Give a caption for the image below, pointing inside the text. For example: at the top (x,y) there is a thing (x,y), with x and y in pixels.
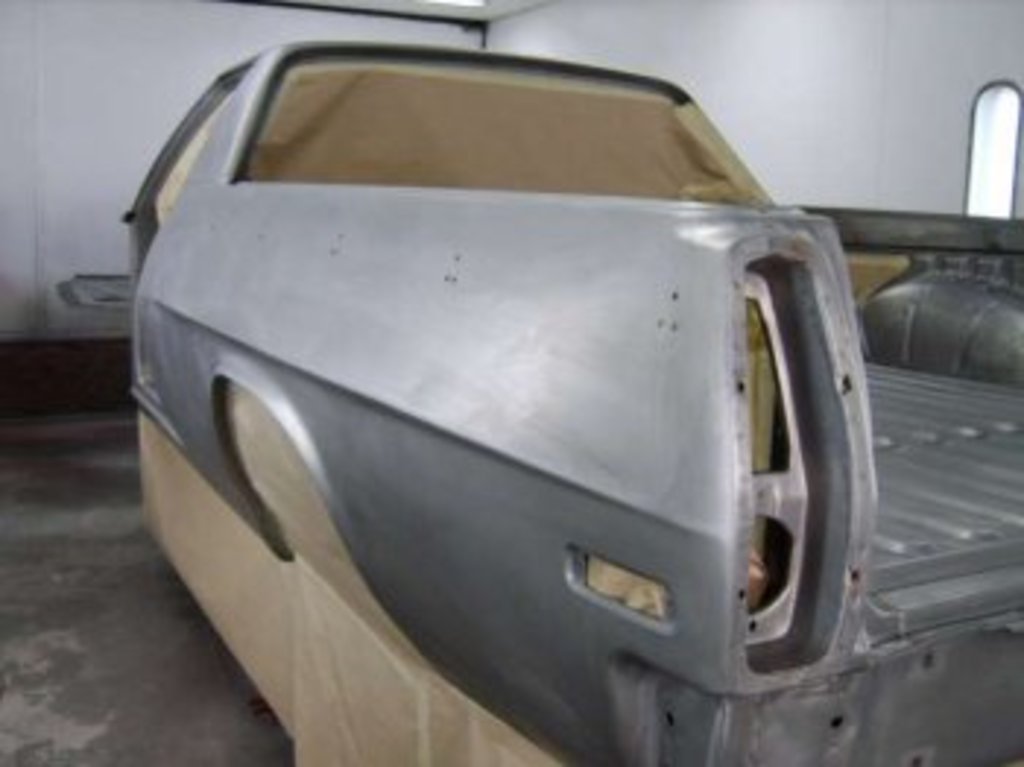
In this picture we can see a vehicle (748,261) on the floor (128,709). In the background of the image (838,66) we can see wall (846,101) and window (1012,198).
